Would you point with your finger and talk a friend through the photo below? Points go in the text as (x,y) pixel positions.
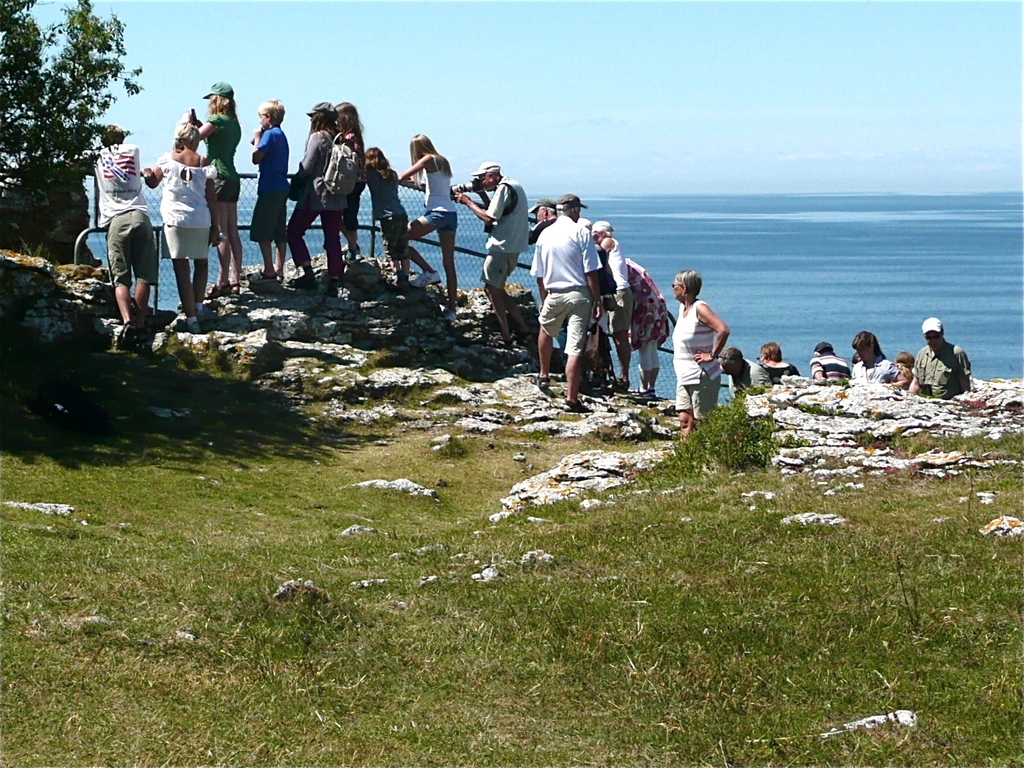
At the bottom of the picture (640,588), we see the grass (566,633). In the middle of the picture (572,267), we see many people (572,326) are standing. Most of them are looking at the water (868,324). Beside them, we see the fence (153,305). On the left side (80,109), we see a tree (77,125). In the background (974,271), we see water (742,210) and this water (753,212) might be in the sea (802,286). At the top (570,128), we see the sky (485,101).
